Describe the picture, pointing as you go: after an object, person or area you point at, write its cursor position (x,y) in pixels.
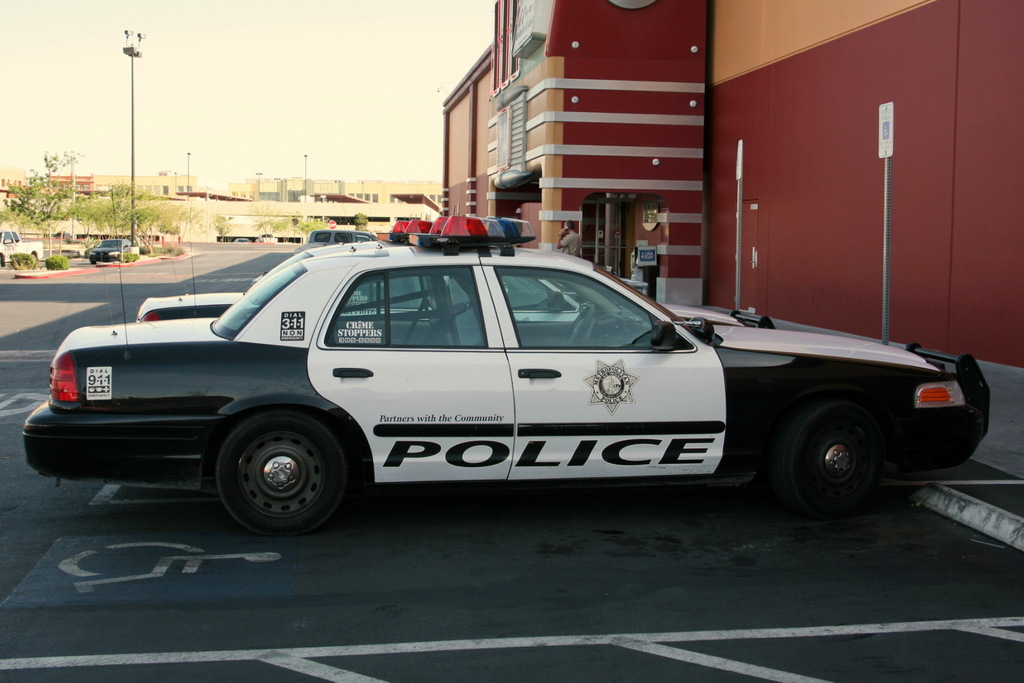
In this picture we can see vehicles (237,356) on the road (101,303), trees (162,220), buildings (408,217), windows (190,189), plants (167,250), poles (74,227), signboards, some objects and a person (561,248) standing and in the background (325,112) we can see the sky (268,70).
